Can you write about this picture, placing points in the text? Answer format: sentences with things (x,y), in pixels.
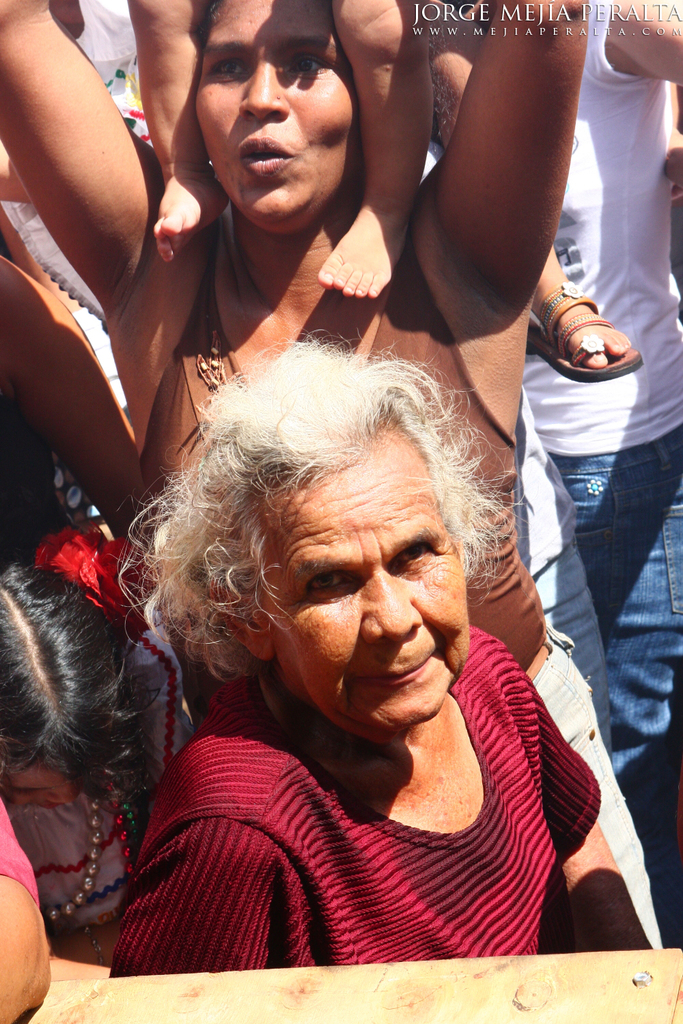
In this image I can see a woman (423,871) wearing red and maroon colored dress (393,882) is standing and in the background (482,367) I can see few other persons (565,312) standing.
